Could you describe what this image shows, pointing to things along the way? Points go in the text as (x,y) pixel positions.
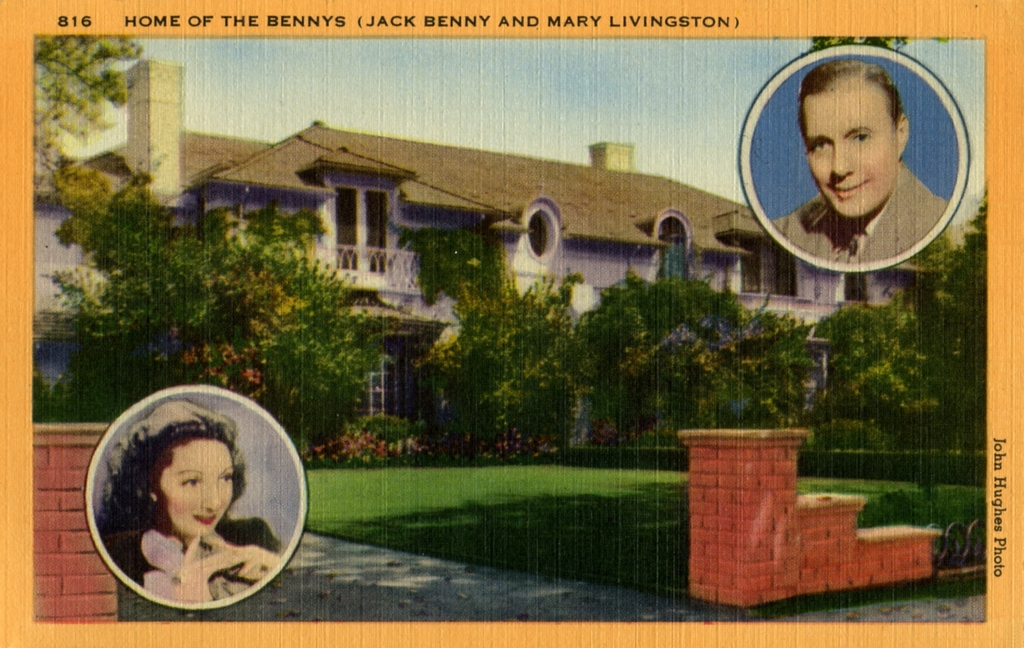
In this image we can see a paper (643,359). In the center (679,263) there is a building (454,212) and we can see trees (568,395). At the bottom (106,613) there are walls (694,515) and we can see text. In the background (514,62) there is sky (507,93). There are pictures (207,434) of two persons (866,206).
